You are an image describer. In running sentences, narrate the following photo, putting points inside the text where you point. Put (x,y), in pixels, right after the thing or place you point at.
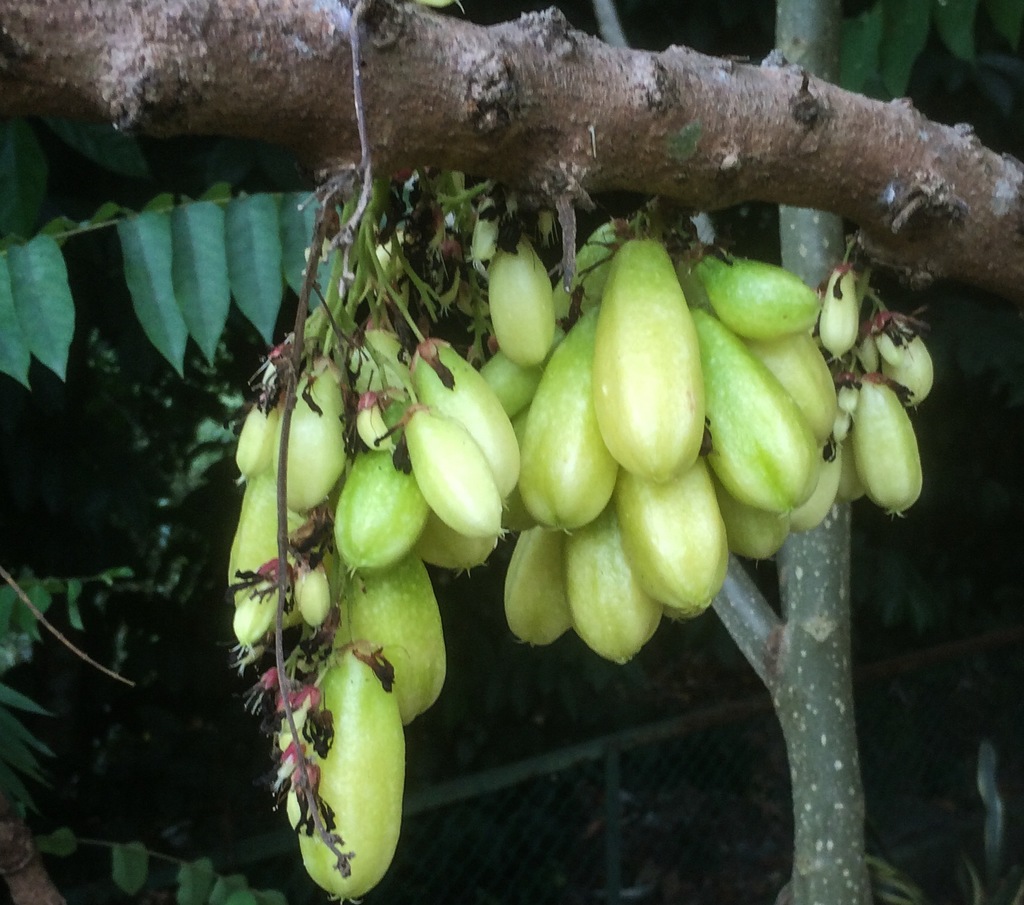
In this image we can see fruits (460,485) to the branch (768,161) of a tree (423,296).
